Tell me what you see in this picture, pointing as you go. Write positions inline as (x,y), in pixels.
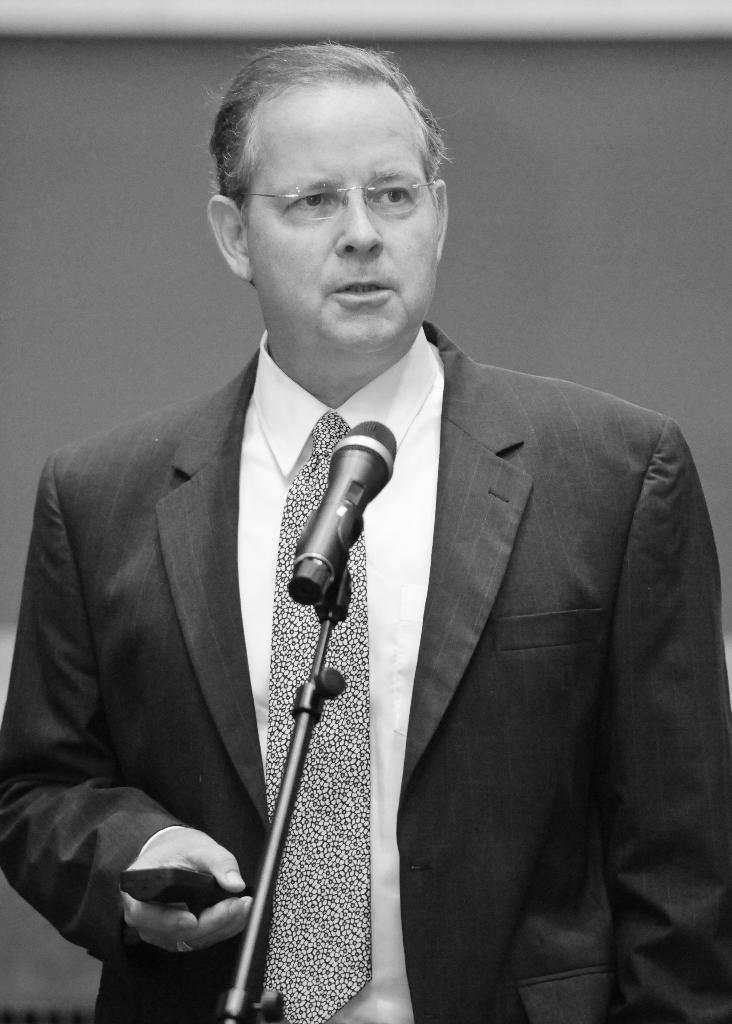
In this image we can see a person (363,211) standing and wearing spectacles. And we can see the microphone (362,496). And we can see the wall (156,251).
